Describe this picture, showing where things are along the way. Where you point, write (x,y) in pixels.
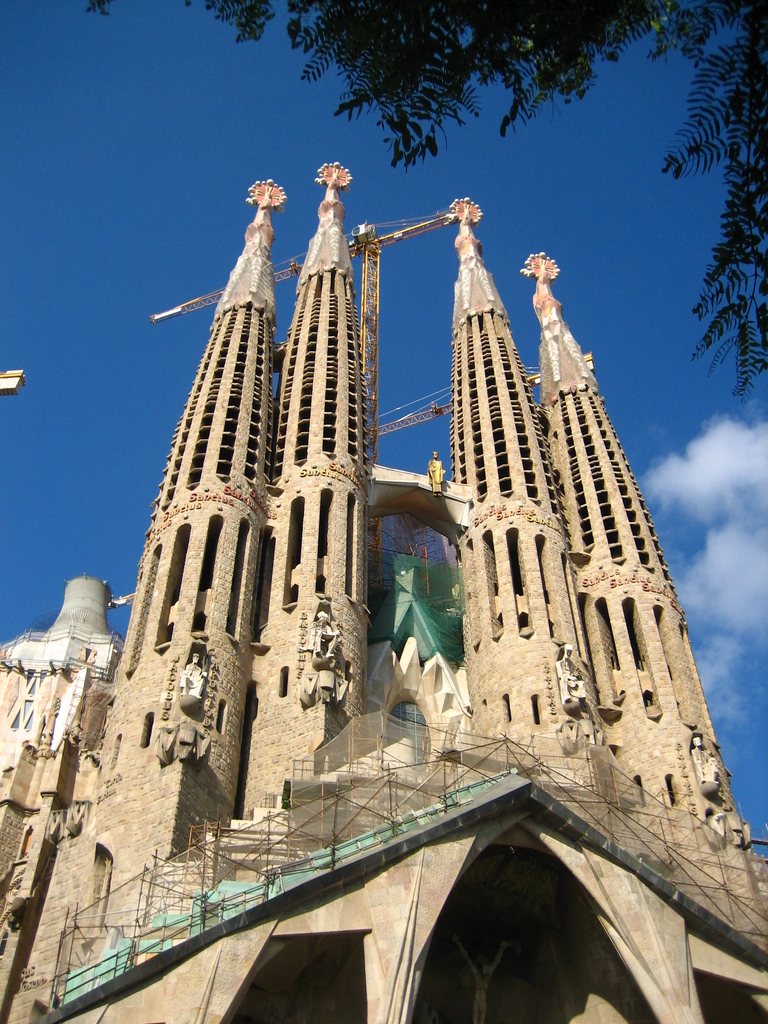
In the picture I can see building towers (291,768), sculptures (184,710) on the building (290,745), a bridge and some other objects (428,657). In the background (25,513) I can see the sky (198,245).
